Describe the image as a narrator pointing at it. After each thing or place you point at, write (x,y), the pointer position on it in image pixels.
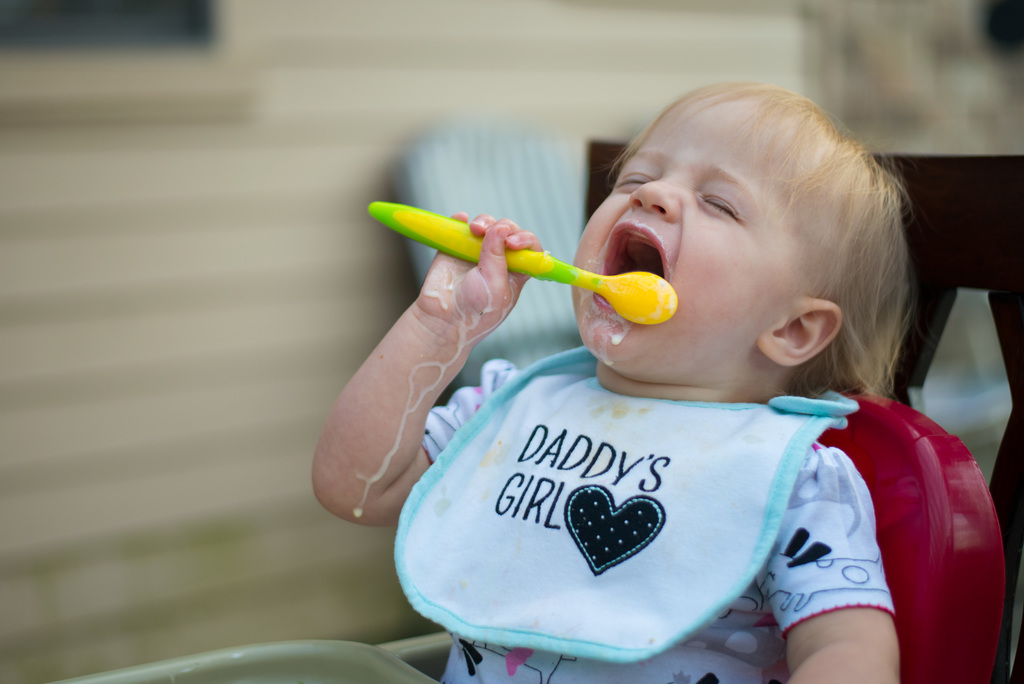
In this image we can see a baby (689,291) sitting and holding the spoon (400,219). In the background (337,165) we can see the wall (534,93).
